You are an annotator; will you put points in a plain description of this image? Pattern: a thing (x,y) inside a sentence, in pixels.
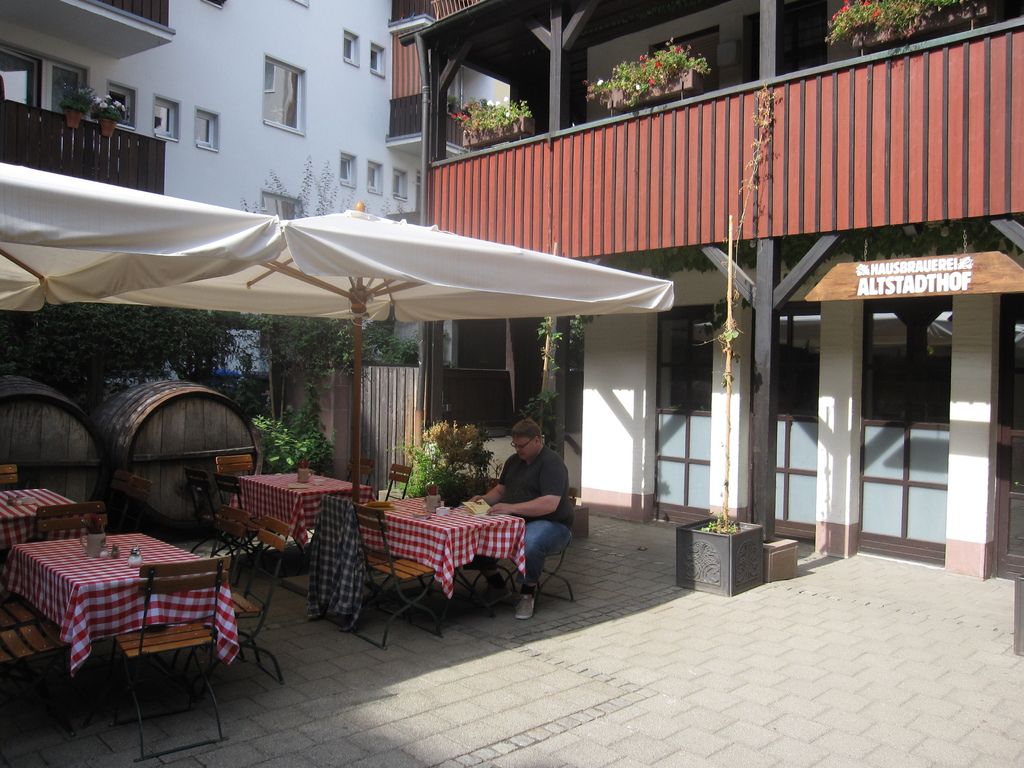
In this picture we can see a man (547,488) sitting on a chair (559,541), umbrellas (389,243), barrels (181,455), chairs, tables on the floor (153,663) with clothes (128,542), cups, jars (138,553), cards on it, trees (251,387), house plants (501,133), name board (822,295) and some objects (483,380) and in the background (206,121) we can see buildings (387,79) with windows (129,96).
